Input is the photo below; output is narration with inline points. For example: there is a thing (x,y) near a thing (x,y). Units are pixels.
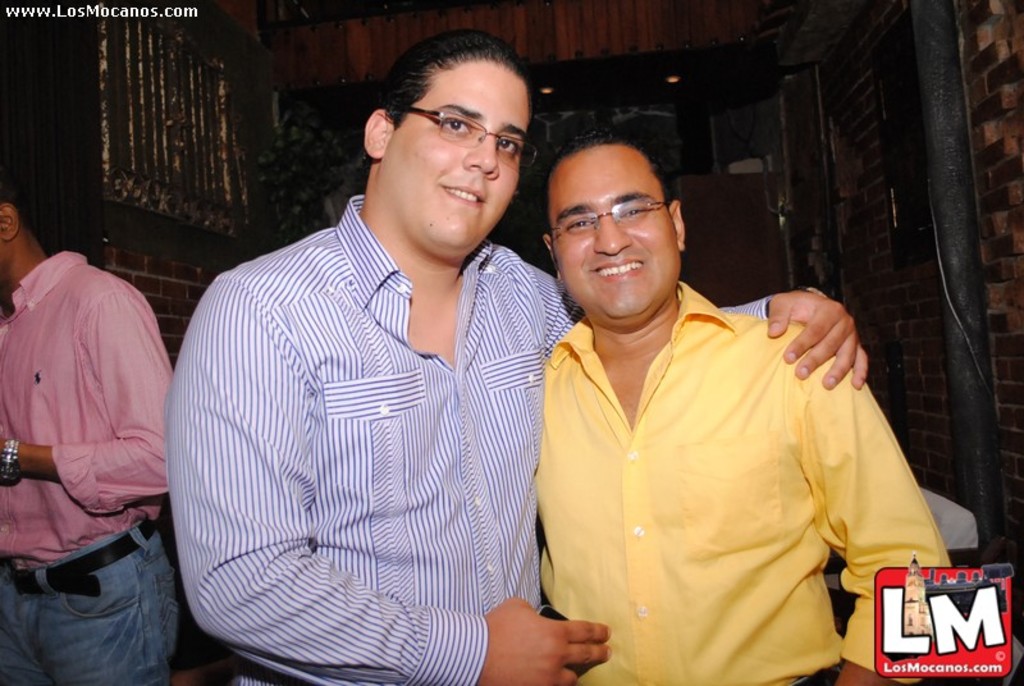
Front these two people (450,330) are smiling. Corner of the image there is a watermark (101,9). This man (21,235) wore a pink shirt (83,521). Wall (910,339) with bricks (1005,127).
